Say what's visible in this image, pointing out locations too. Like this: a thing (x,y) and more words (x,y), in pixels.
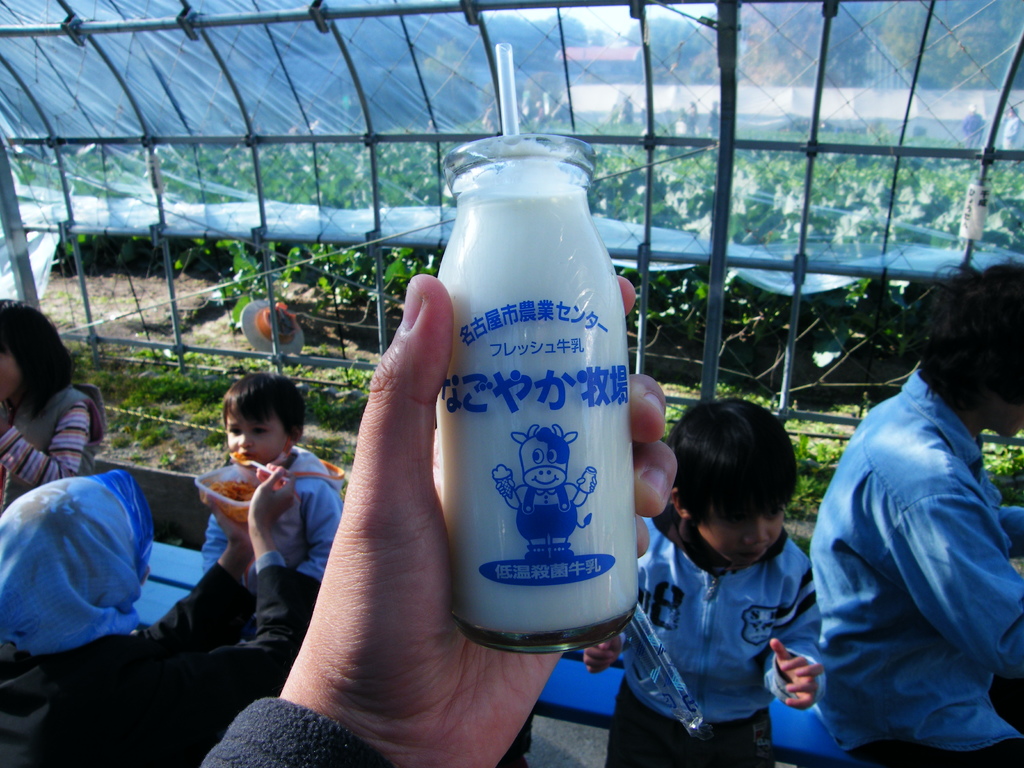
Man (432,621) holding bottle (563,399), kids (251,435) are sitting on the bench (171,564), here there are plants (782,207) and this is fencing (333,140).
